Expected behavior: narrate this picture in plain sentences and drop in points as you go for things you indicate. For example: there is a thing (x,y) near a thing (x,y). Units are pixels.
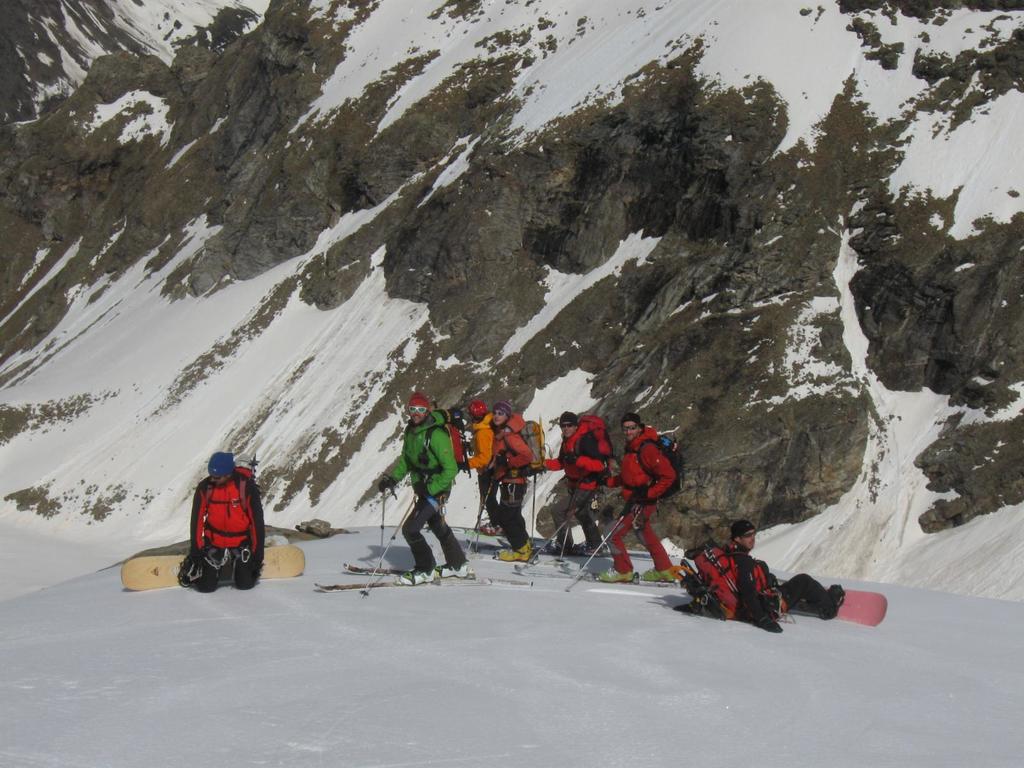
In this picture I can observe some people (428,466) standing on the snow (292,678). They are on the skiing boards (564,570). Most of them are holding skiing sticks (481,503) in their hands (398,480). They are wearing hoodies (444,448) and caps (481,414) on their heads (481,414). In the background (290,275) I can observe a mountain (443,261). There is some snow (360,78) on the mountain (391,161).
